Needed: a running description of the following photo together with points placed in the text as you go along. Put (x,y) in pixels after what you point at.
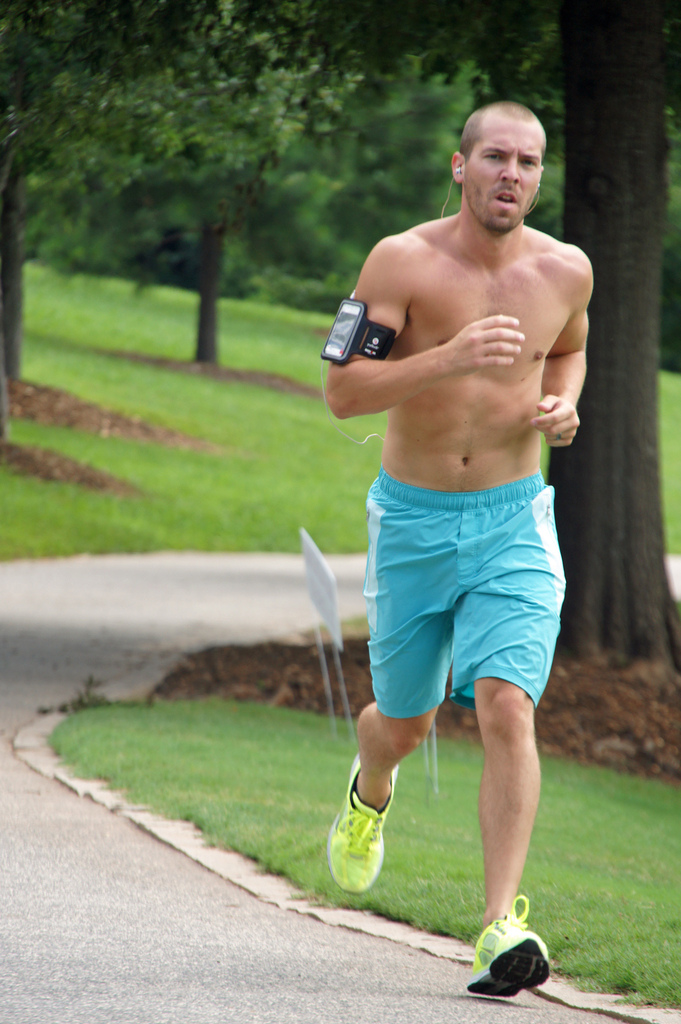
In the image there is a man (377,316) with shoes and mobile (340,326) is running on the road (79,679). Beside the road (79,635) there's grass (665,796) on the ground (574,796). In the background (396,12) there are trees (521,49).
